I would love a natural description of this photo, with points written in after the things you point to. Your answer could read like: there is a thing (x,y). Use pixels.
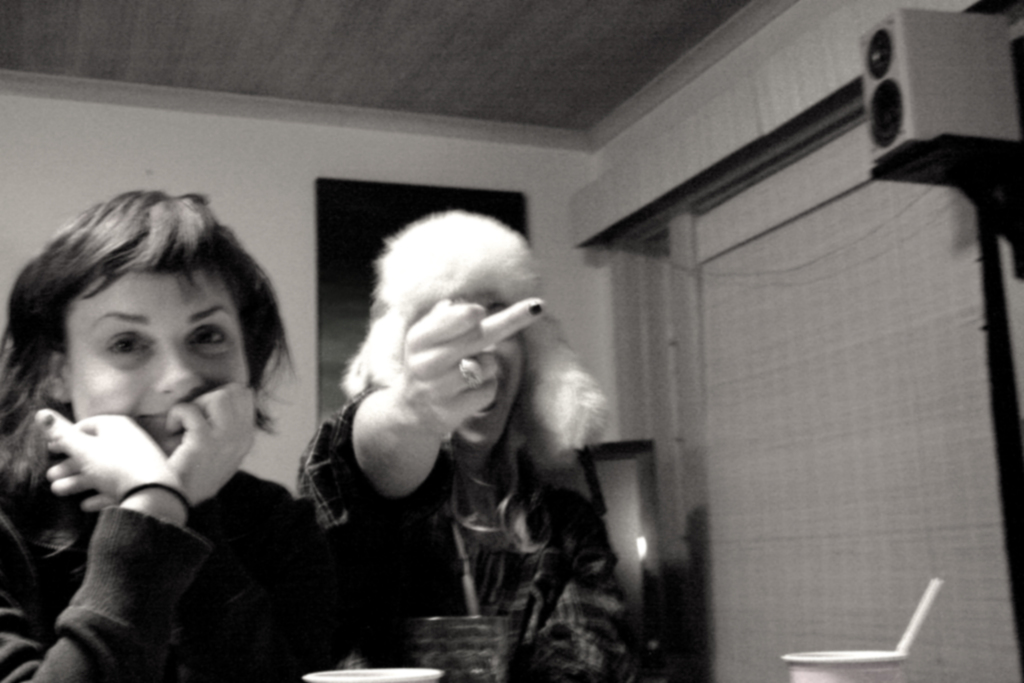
This is black and white picture where we can see two persons (491,450). To right side of the image (925,73) one speaker (972,101) is there. Bottom of the image (394,680) glasses (438,650) are present.
